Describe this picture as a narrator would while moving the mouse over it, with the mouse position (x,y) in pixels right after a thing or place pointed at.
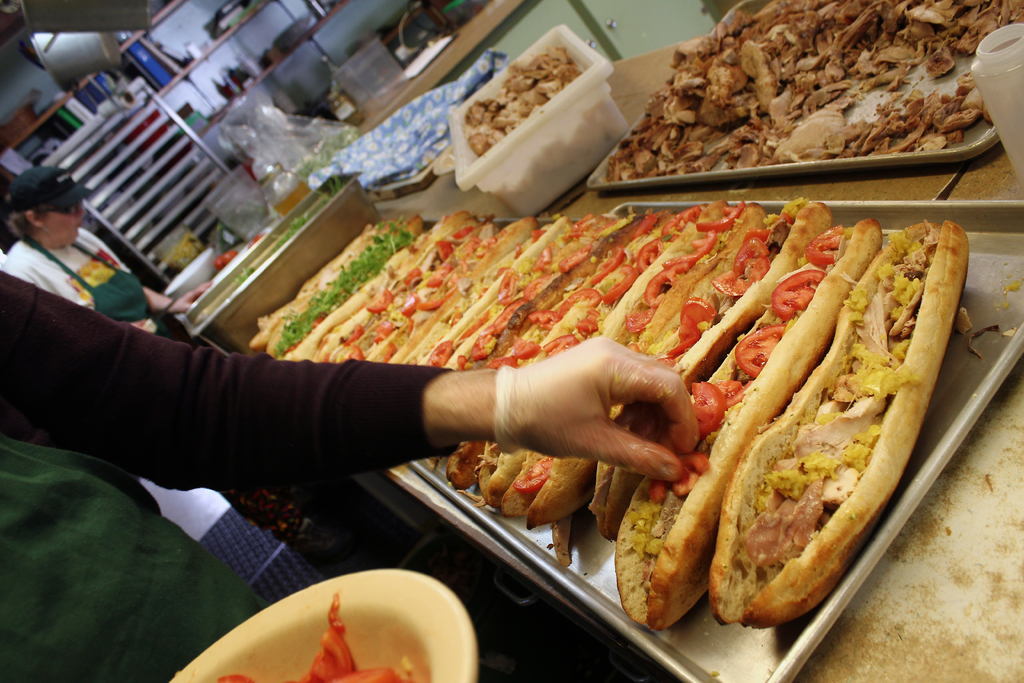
There is a person (636,435) holding food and we can see trays (965,397), sandwiches (673,272), food (751,66), containers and some objects (406,169) on table (1003,480). On the background (87,258) we can see person (55,251) and some objects (310,115) on shelves (275,65) and wall (199,24).
